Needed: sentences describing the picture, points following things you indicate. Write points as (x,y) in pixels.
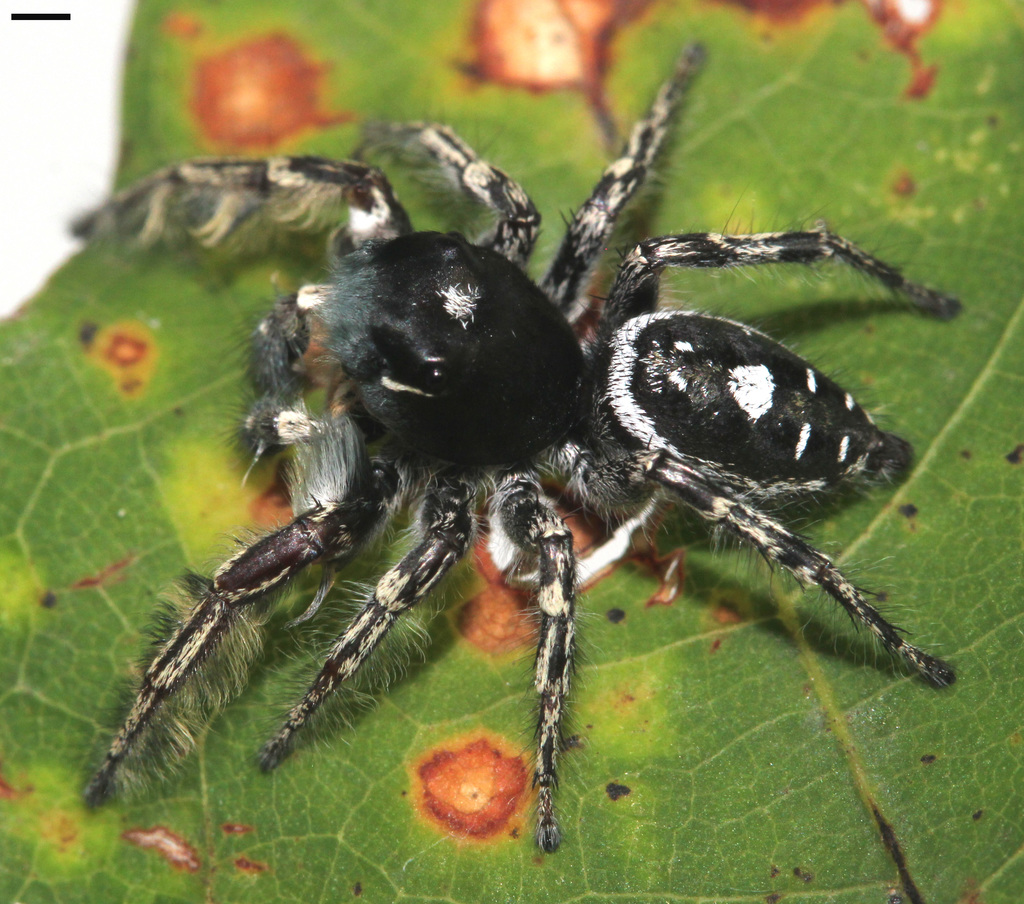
In the picture I can see an insect (470,371) which is black in color is on green leaf (534,866).
